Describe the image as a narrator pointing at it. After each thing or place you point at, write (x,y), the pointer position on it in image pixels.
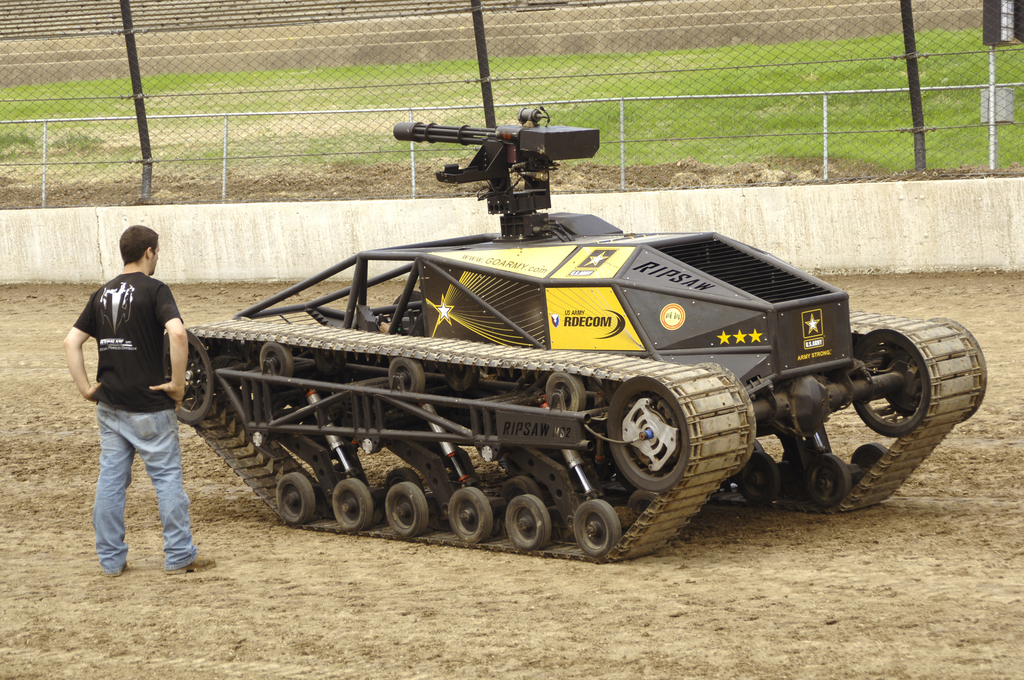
In this image I can see a tanker (656,323), person (72,349) on the ground (349,543), fence (592,111), grass (474,104) and net (664,55). This image is taken may be on the ground (32,397).
